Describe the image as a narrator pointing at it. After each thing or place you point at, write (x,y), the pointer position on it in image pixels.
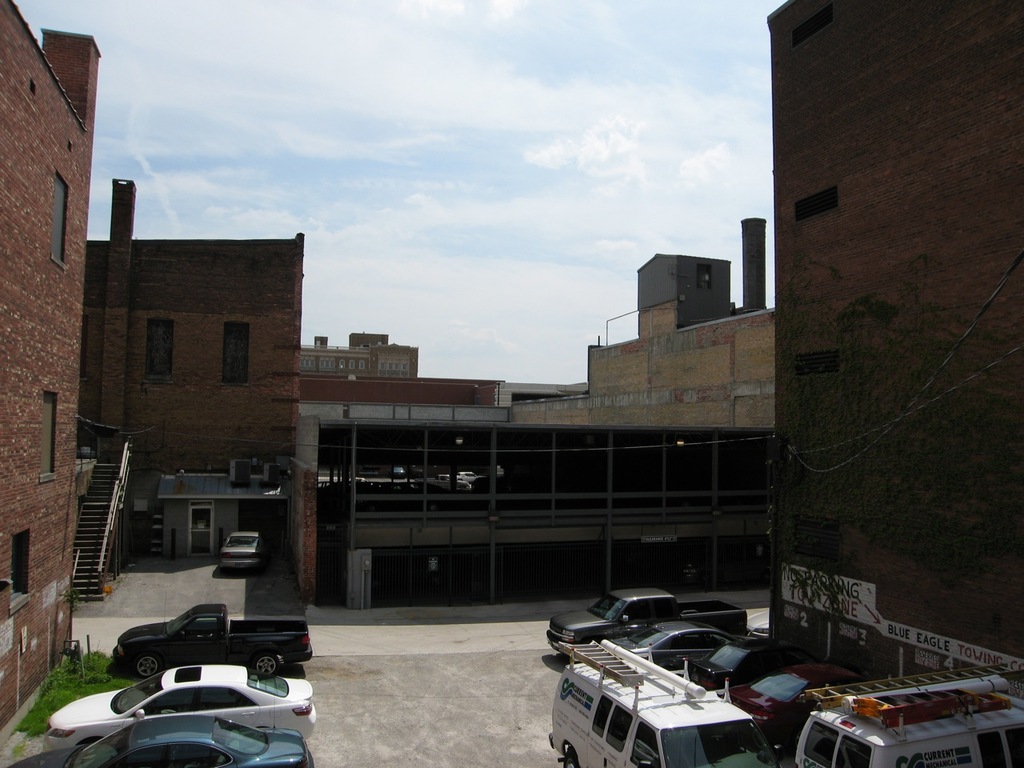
In this picture we can see vehicles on the road (359,665) and in the background (323,551) we can see buildings (903,110), grass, sky (578,113) and some objects (651,535).
